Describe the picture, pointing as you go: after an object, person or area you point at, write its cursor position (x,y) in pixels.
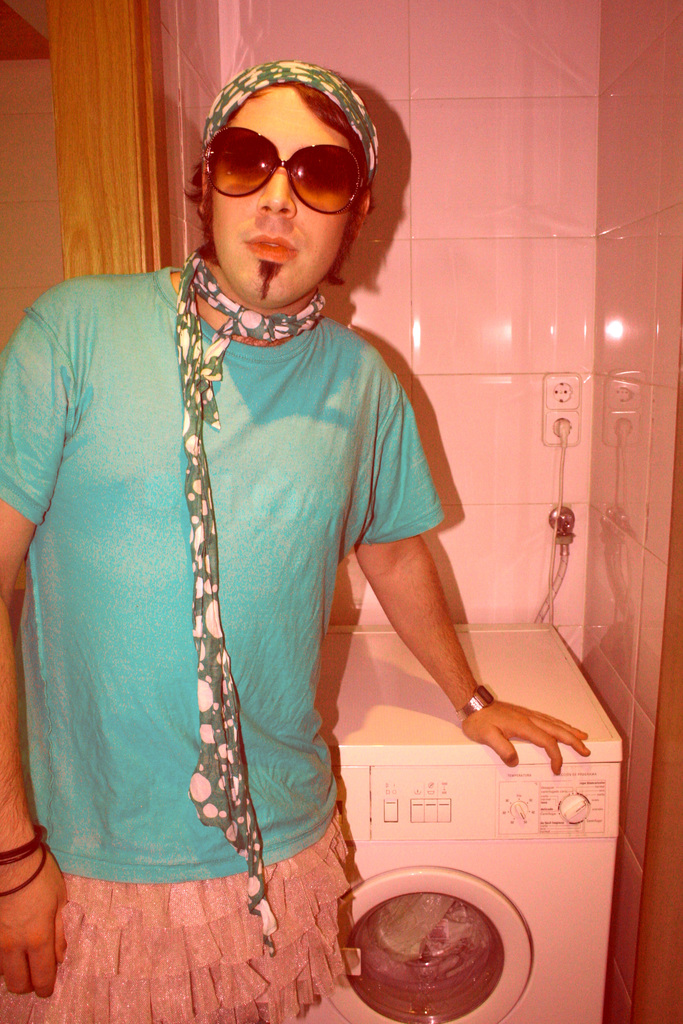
In front of the image there is a person (353,422). Behind him there is a washing machine (400,786). In the background of the image (506,475) there are switch boards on the wall (585,460).
